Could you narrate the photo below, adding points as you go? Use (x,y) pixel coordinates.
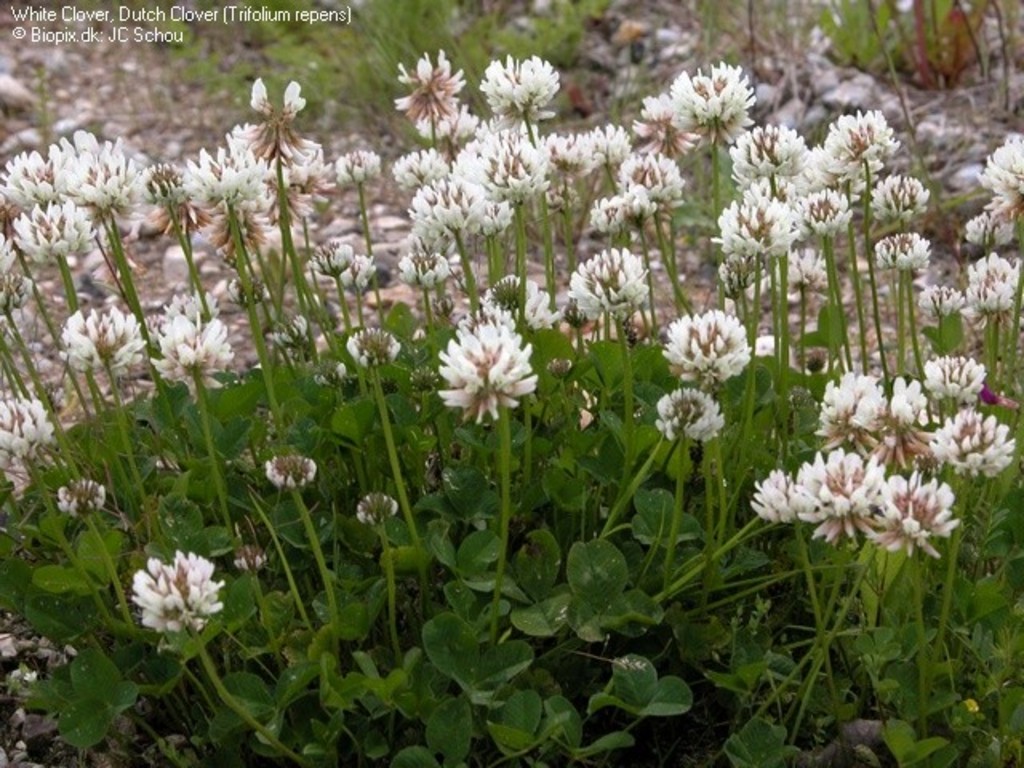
In this image, we can see some plants (643,408) and flowers (367,331). We can see the ground (927,159) and some grass (359,28). We can also see some text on the top left corner (88,36).
